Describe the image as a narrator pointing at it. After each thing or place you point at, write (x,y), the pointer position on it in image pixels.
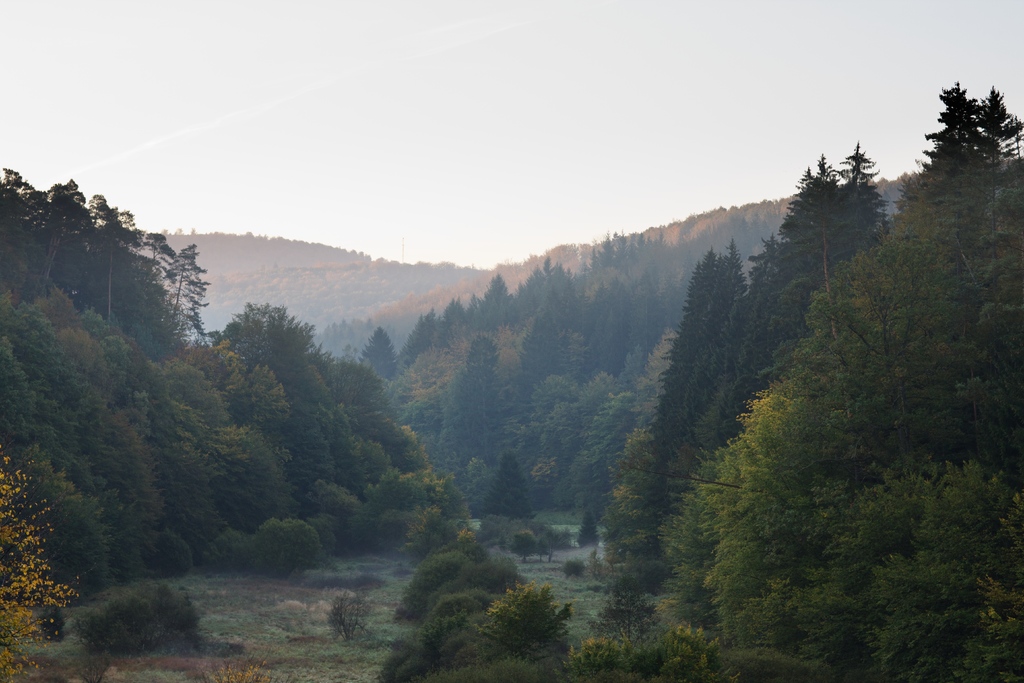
In this picture I can see there is the land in the middle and trees (579,407) on either side of the land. And the background (505,64) is the sky (503,77).
